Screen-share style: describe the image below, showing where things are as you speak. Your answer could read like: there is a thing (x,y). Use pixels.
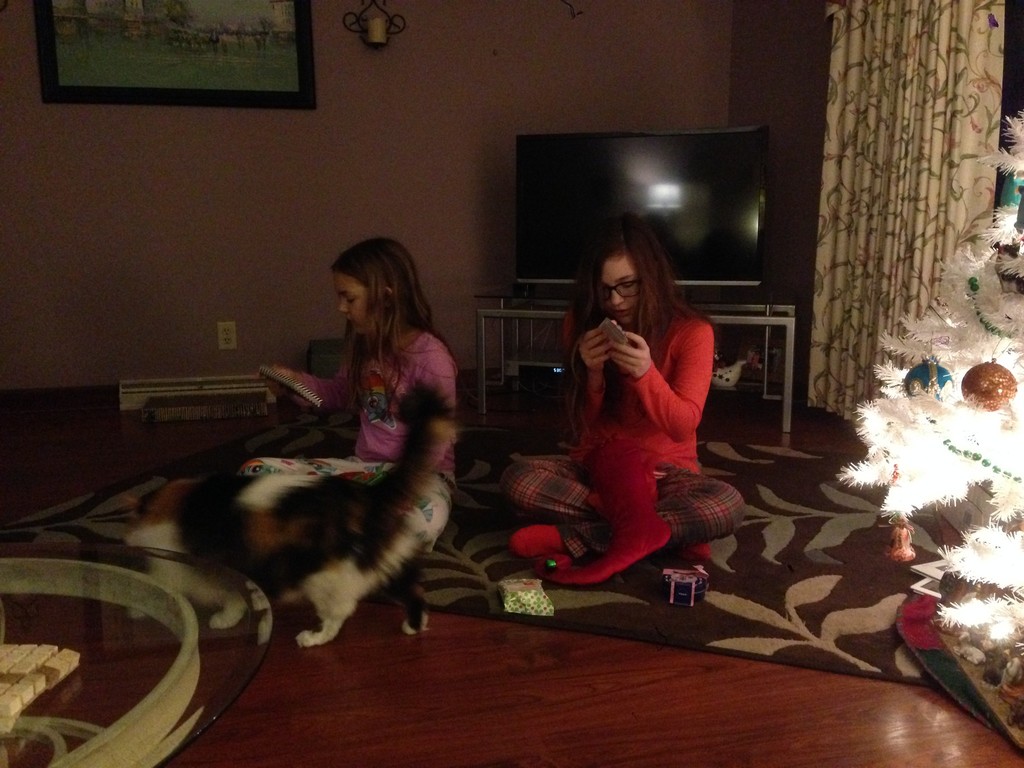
In the picture we can see a woman (604,364) and a girl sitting on the floor mat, beside them there is a decorated tree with balls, it is white in color and to the left hand side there is a glass table (15,562), in the background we can see a table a TV (734,204) is placed on it, beside it there is a curtain (916,170), and to the wall (39,128) there is a photo frame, and switch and on the floor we can see some items (227,403) kept on it.
